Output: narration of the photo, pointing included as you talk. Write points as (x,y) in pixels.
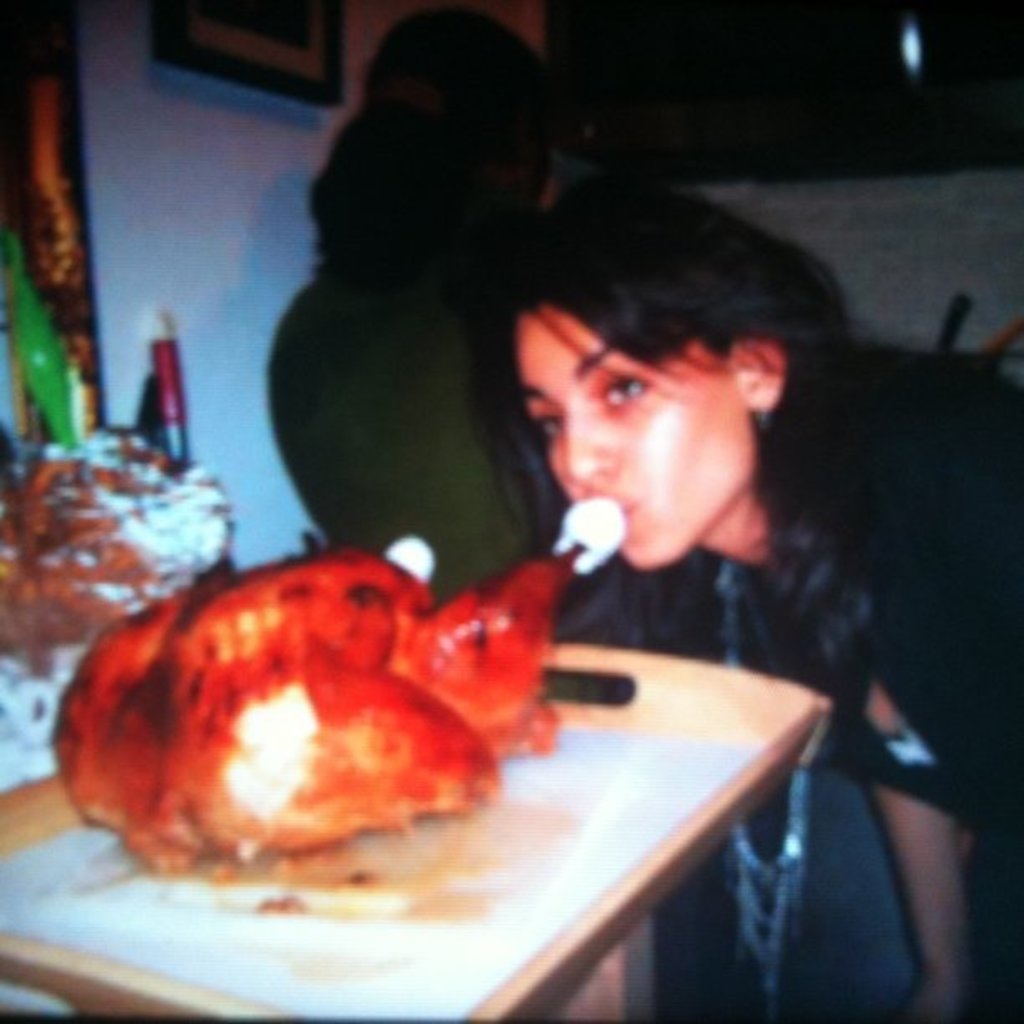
In the center of the image (478,448) we can see two ladies (681,450). At the bottom (173,928) there is a table (425,999) and we can see a tray (217,917), meat (217,853) and some things (58,579) placed on the table (334,900). In the background (230,275) there is a wall (151,226) and we can see a wall frame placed on the wall (936,261).
